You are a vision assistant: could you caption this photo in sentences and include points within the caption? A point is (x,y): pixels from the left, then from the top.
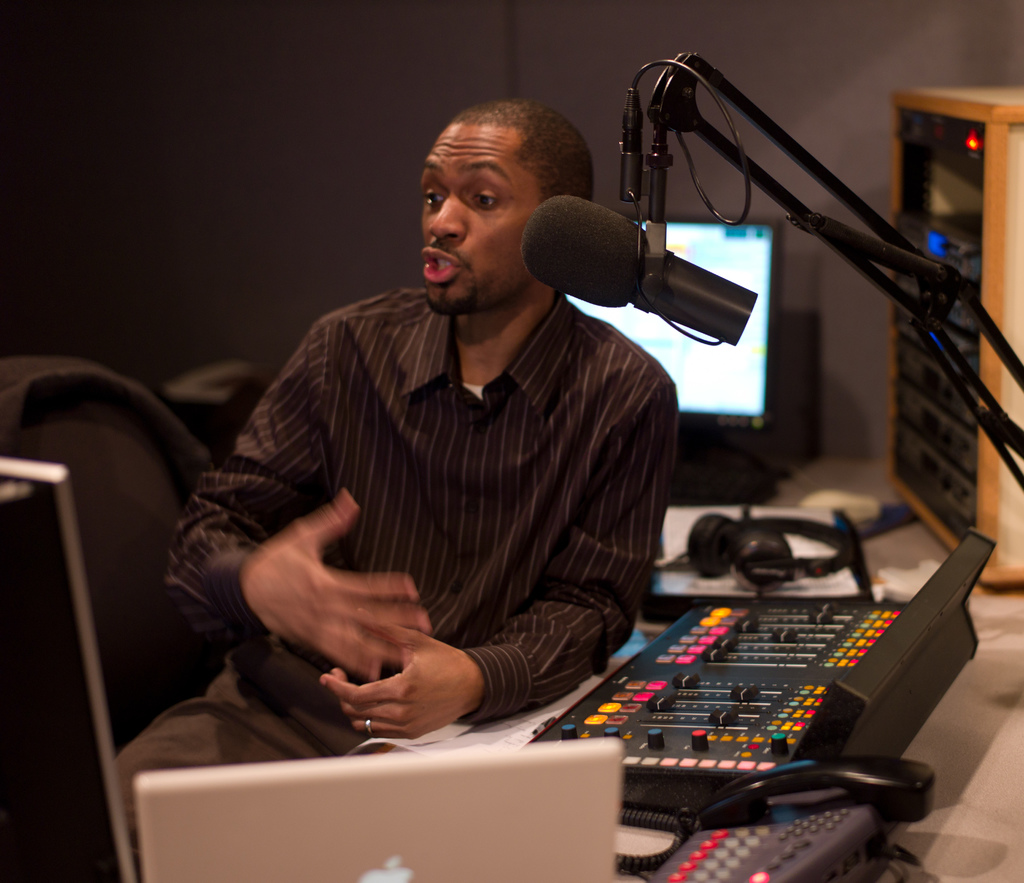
In this image we can see a person (196,749) wearing shirt (593,407) is sitting here. Here we can see the laptop (588,804), some instruments (684,748), headphones (734,545), mic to the stand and monitor (720,458). The background of the image (165,318) is dark.
